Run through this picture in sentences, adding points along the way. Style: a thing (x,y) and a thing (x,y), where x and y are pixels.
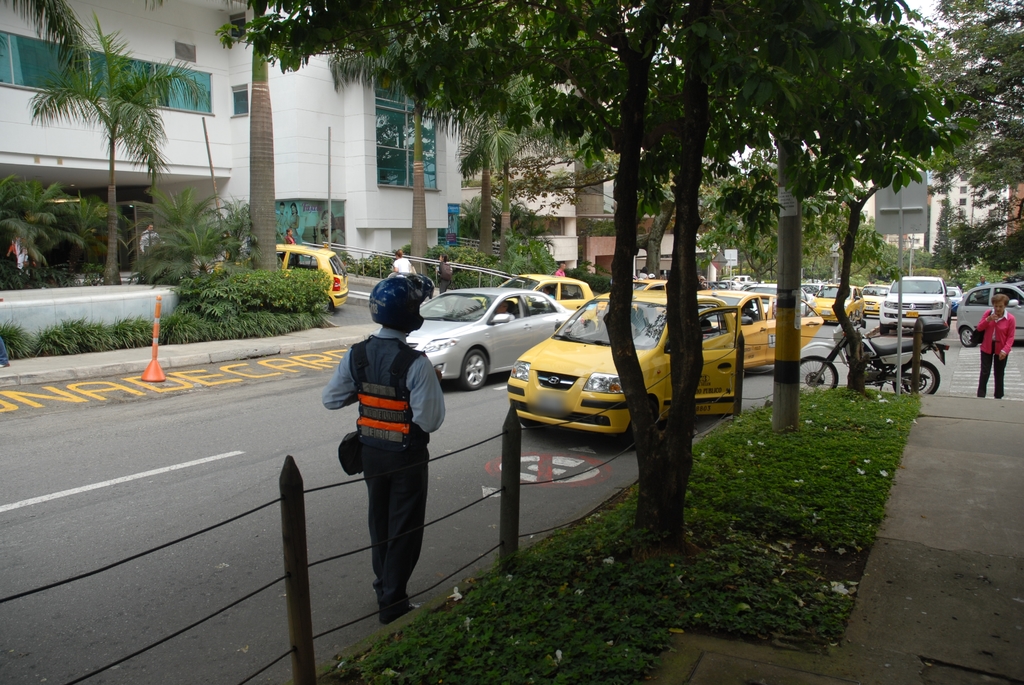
Vehicles (562,338) are on the road (869,327). Here we can see people (989,334), grass (829,478), plants (305,319), trees (632,109) and buildings (195,50). To these buildings (377,108) there are glass windows (408,143). These are rods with ropes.
